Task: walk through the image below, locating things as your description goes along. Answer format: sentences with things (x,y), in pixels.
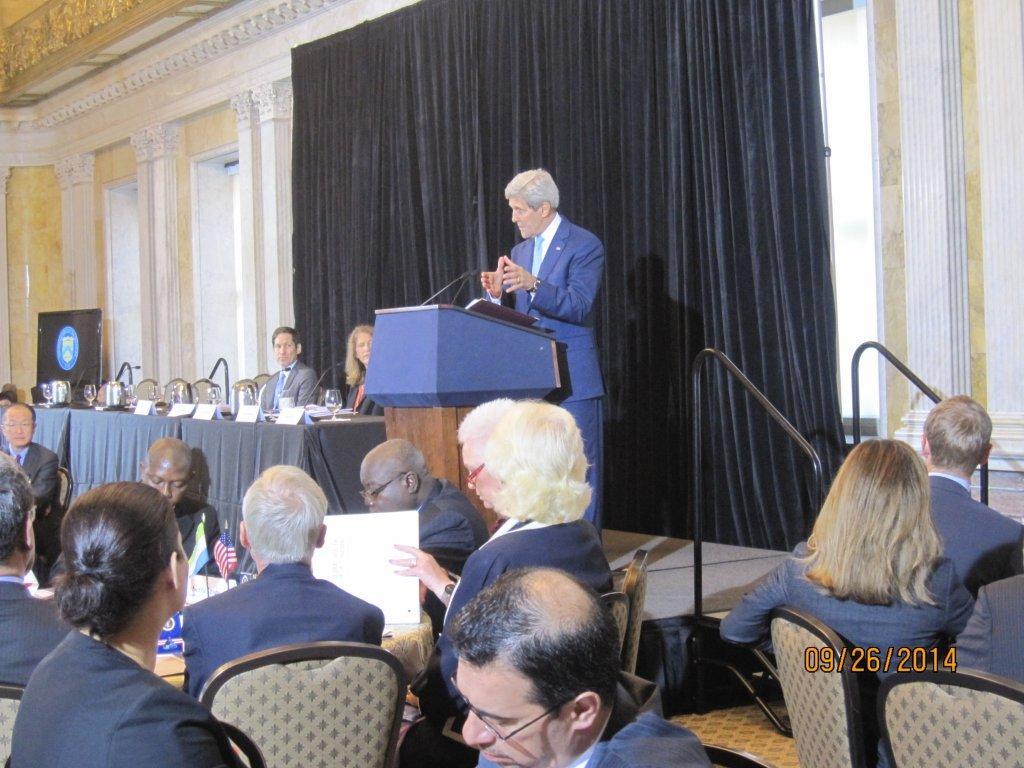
In this image, we can see people (33,691). Few people (481,581) are sitting on the chairs (806,754). Here a person (601,379) is standing near the podium (429,443). In the background (246,469), we can see desk (321,447), curtain (589,223), wall (244,280), banner (87,336) and carvings (37,58). This desk (258,419) is covered with cloth (217,425). On top of that, we can see boards (180,408), glasses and few things (254,402). On the right side (910,653) bottom of the image (882,668), there is a watermark (878,662). It represents date (819,667).
